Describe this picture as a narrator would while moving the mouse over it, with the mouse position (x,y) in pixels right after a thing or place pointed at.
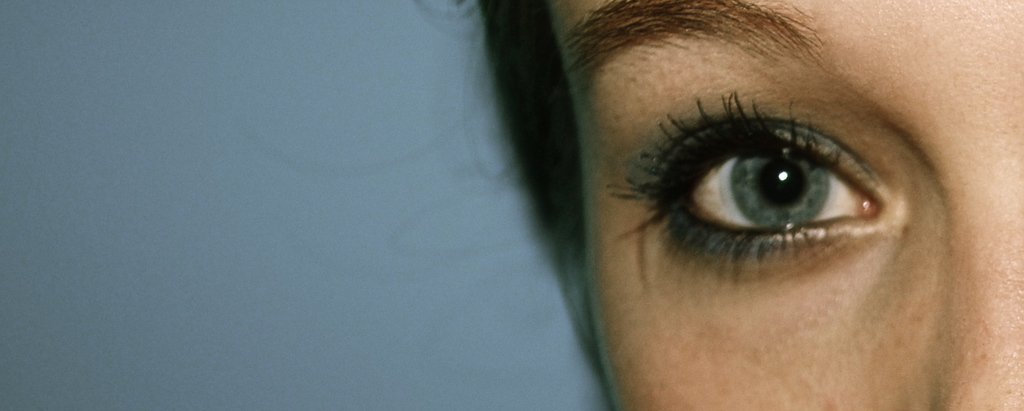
IN this picture there is a eye (786,200) of a person (777,244) which has blue color above and below the eye (757,228) and the background (247,206) is in light blue color.
